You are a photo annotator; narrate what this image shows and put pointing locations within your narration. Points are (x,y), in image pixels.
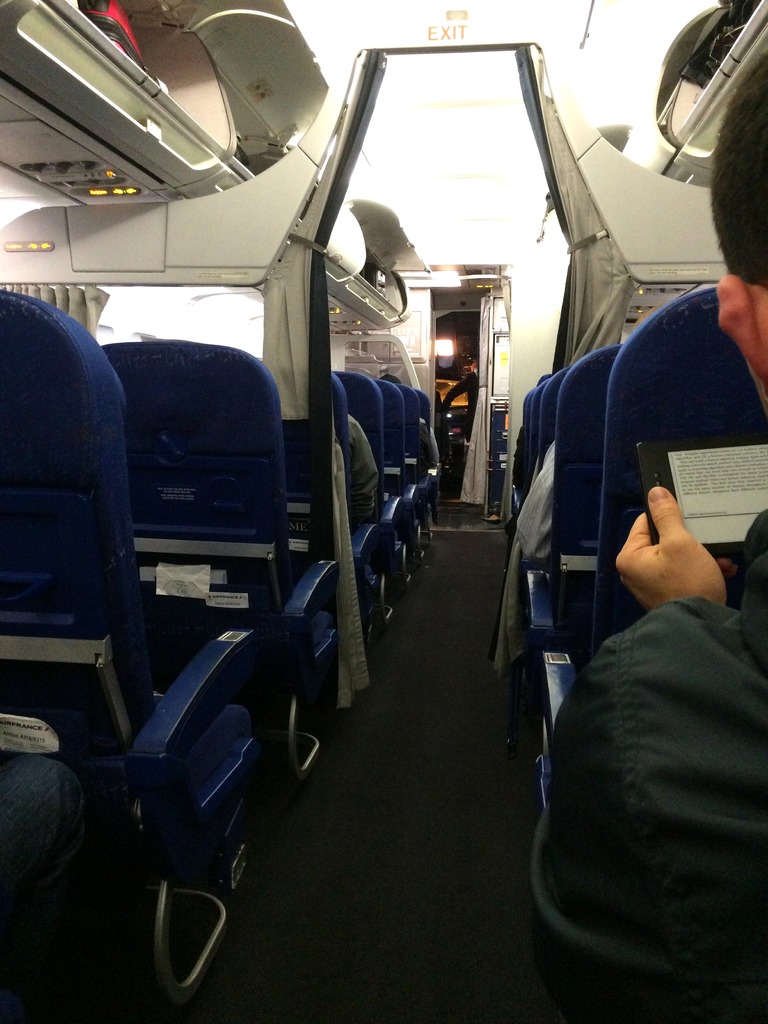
This is the inside view of an airplane (416,676). Here we can see seats (224,523), lights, curtains (567,326), and some persons (676,954).
